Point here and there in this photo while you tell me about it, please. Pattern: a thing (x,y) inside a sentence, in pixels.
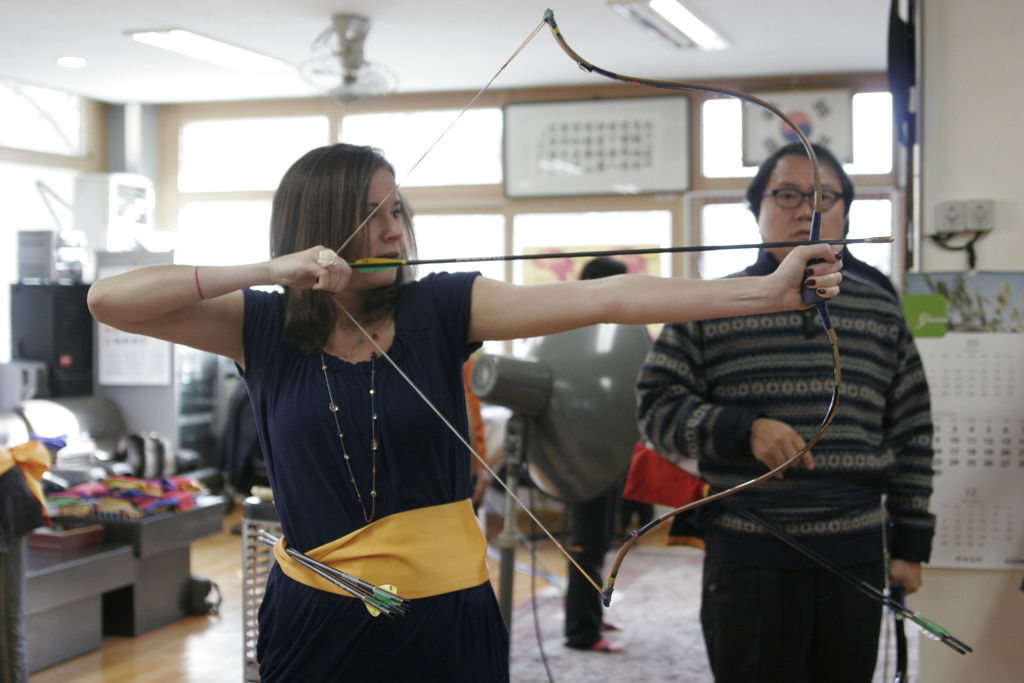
This is the woman (372,434) standing and holding a bow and an arrow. Here is the man (728,415) standing. This looks like a calendar (942,341), which is hanging to the wall (960,188). These are the frames (658,142), which are attached to the glass doors (467,113). This looks like a machine (80,253). I can see few objects (131,493) placed on the bench (147,516). Here is the other person (574,536) standing. I can see the ceiling lights (224,57) and a ceiling fan (383,83) at the top (372,83).
